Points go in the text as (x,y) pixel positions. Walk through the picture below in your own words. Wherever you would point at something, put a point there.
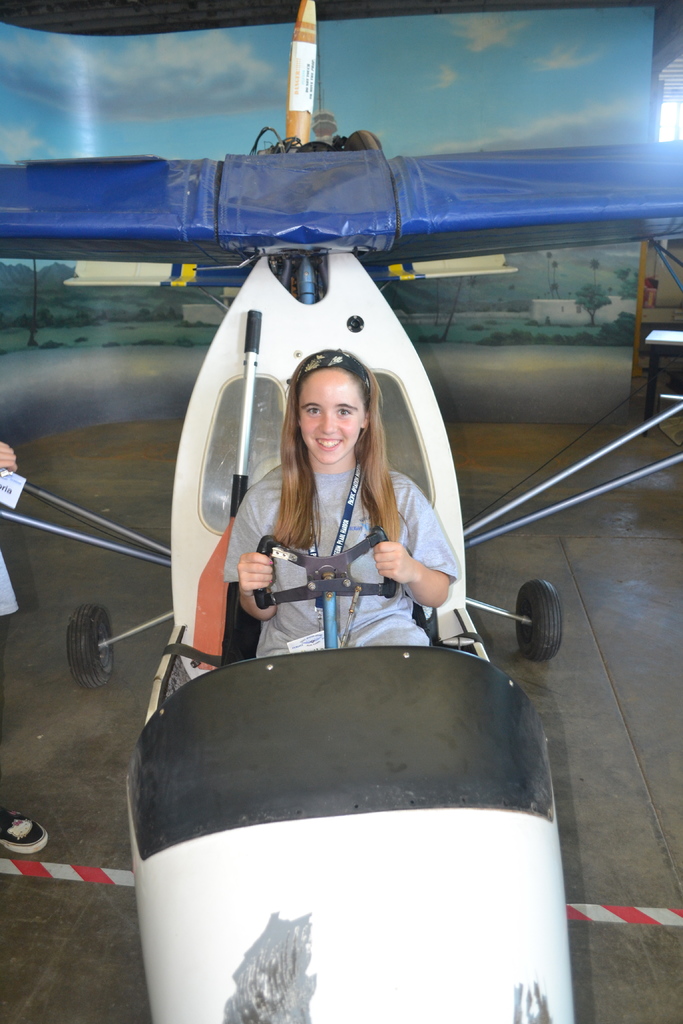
In the center of the image (322,476) we can see a lady (329,464) sitting in the aircraft (350,860). In the background (70,319) there is sky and trees (582,339). On the right (673,128) there is a light (672,110). On the left (1,560) we can see a person (1,615).
